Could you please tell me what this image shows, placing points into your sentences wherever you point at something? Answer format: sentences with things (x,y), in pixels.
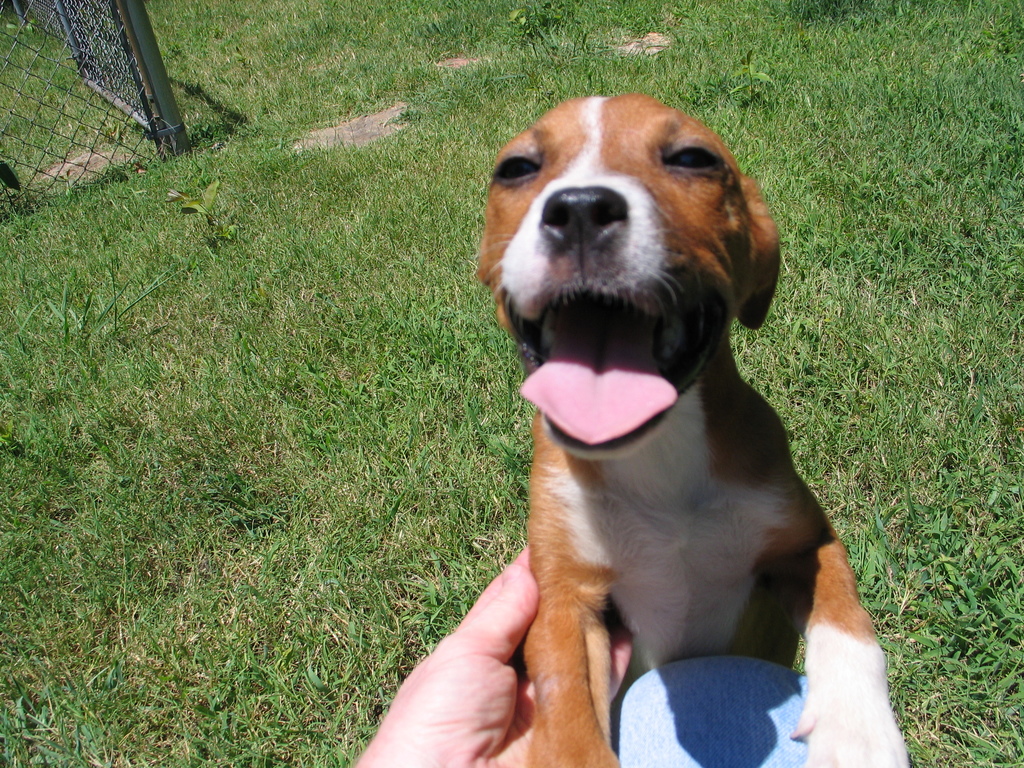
In the image we can see there is a dog (667,372) standing on the ground (339,701) and resting paws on a knee (666,739). The ground (365,451) is covered with grass (264,460) and a person (458,700) is holding dog's leg (549,681) with his hand (452,688). Behind there is an iron fencing (127,91).
